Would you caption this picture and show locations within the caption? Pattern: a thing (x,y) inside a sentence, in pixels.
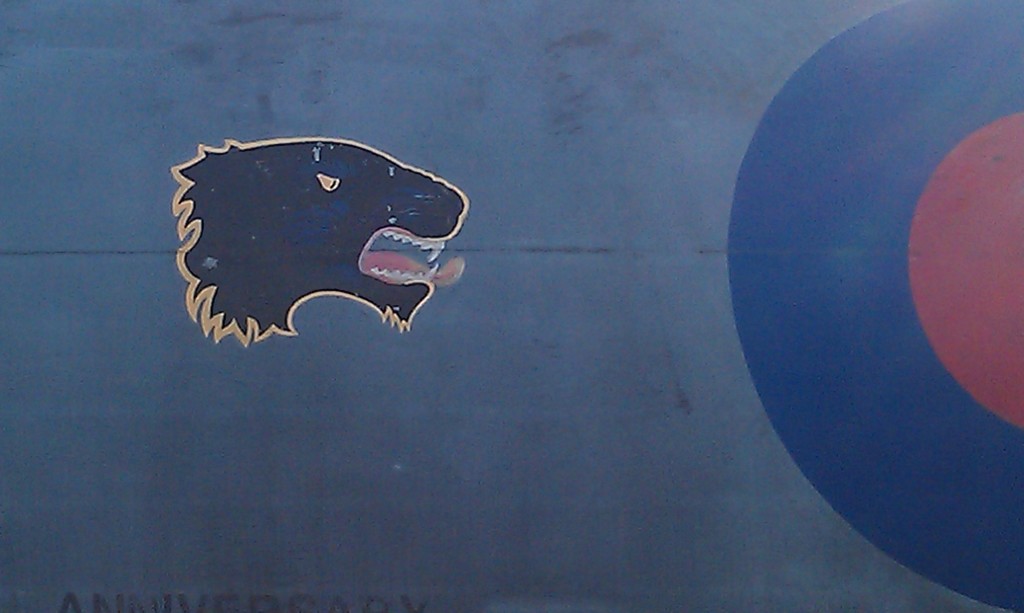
In this image we can see the painting (320,263) of an animal's face (438,281).
